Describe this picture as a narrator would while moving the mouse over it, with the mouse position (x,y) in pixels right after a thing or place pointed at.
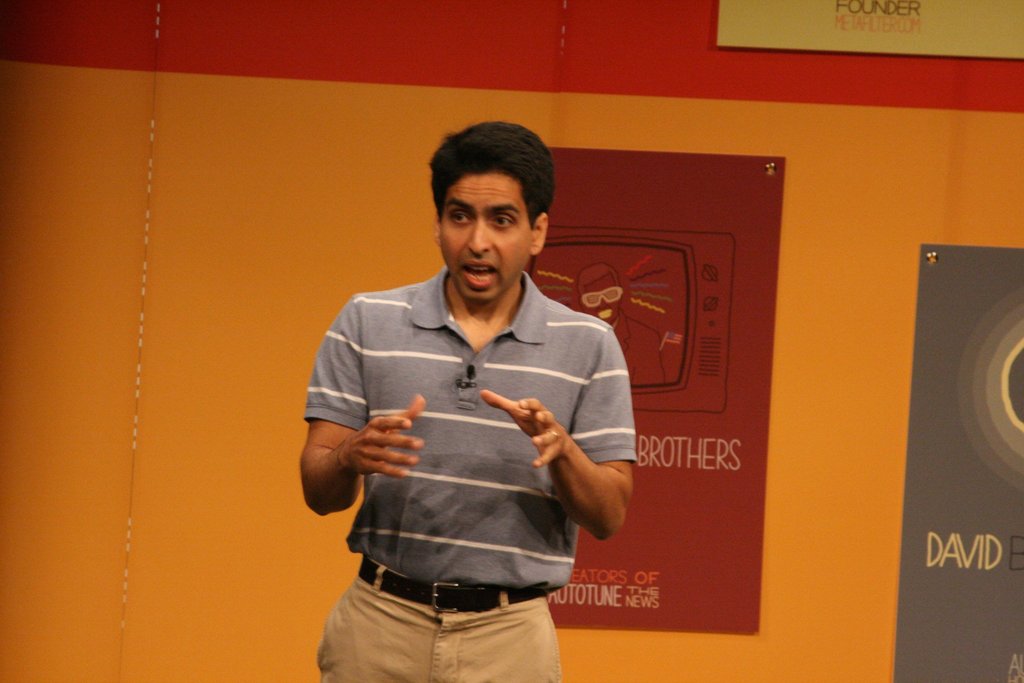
In this image there is a man (366,305) standing on stage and speaking behind him there is a wall (786,374) with some posters (964,447).
